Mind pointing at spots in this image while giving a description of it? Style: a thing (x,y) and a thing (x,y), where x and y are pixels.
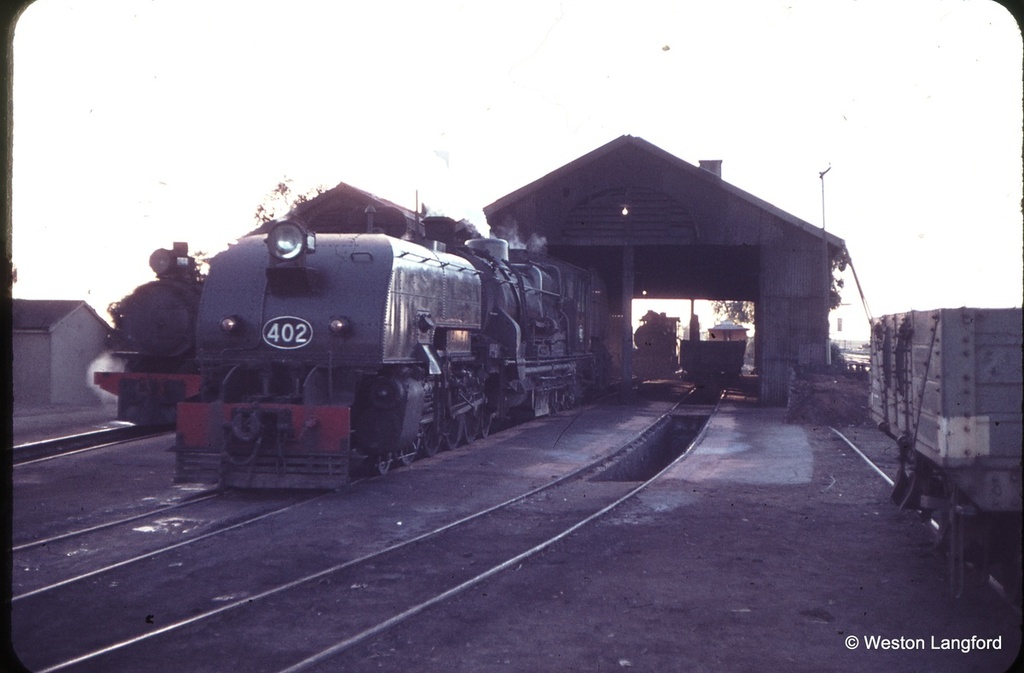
In this picture we can see trains (272,453) on railway tracks (157,512), shelters (768,239), trees (286,193), house (44,330) and some objects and in the background (906,191) we can see the sky (146,185).
